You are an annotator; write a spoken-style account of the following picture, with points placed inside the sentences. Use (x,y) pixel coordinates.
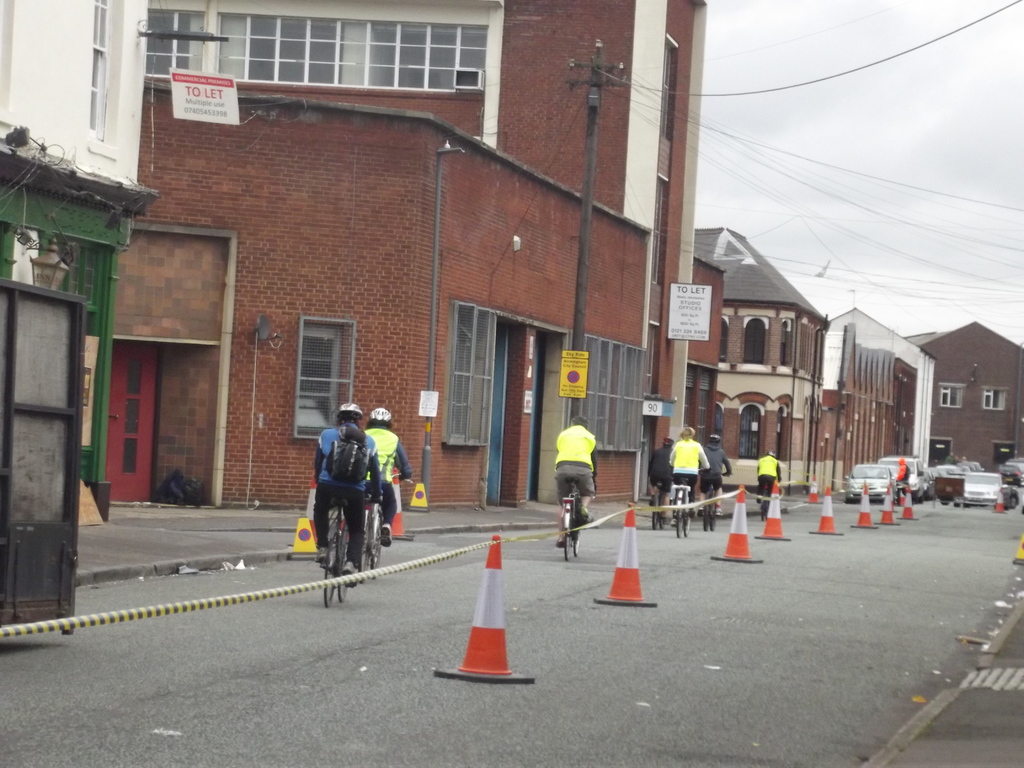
In the middle of the image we can see a road divider cones (890,514) and fencing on road (884,545). Behind the fencing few people (899,462) are riding bicycles (562,548) and we can see some vehicles (882,496) on the road (1012,526). In the middle of the image (658,412) we can see some poles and buildings (503,243). At the top (1005,179) the image we can see some clouds (711,43) in the sky (718,39).
